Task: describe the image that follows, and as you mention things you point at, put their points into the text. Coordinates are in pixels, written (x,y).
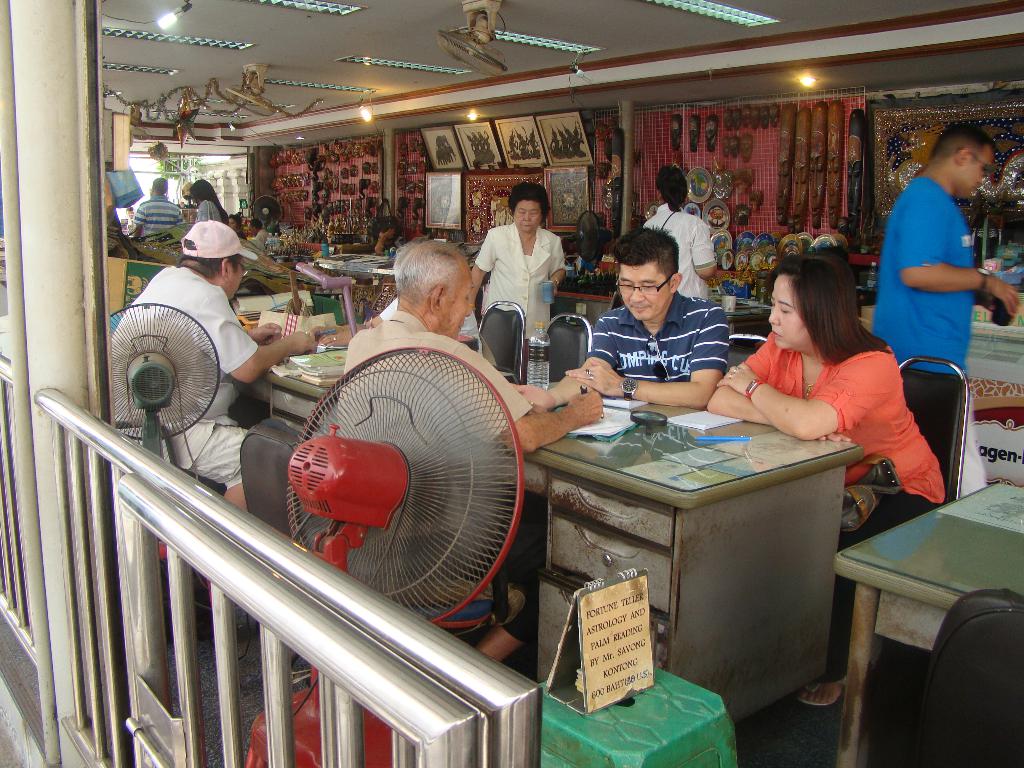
The image is taken inside a store (598,182) there are many frames (554,186), masks (676,131) and some decor items (766,262) which are attached to the wall (720,141). there are people (203,286) who are sitting on chairs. There are fans (281,108) which are attached to the roof (534,23). There is a light (284,84). There is a table (720,451). There are pens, papers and some books (328,357) placed on a table (717,433).
